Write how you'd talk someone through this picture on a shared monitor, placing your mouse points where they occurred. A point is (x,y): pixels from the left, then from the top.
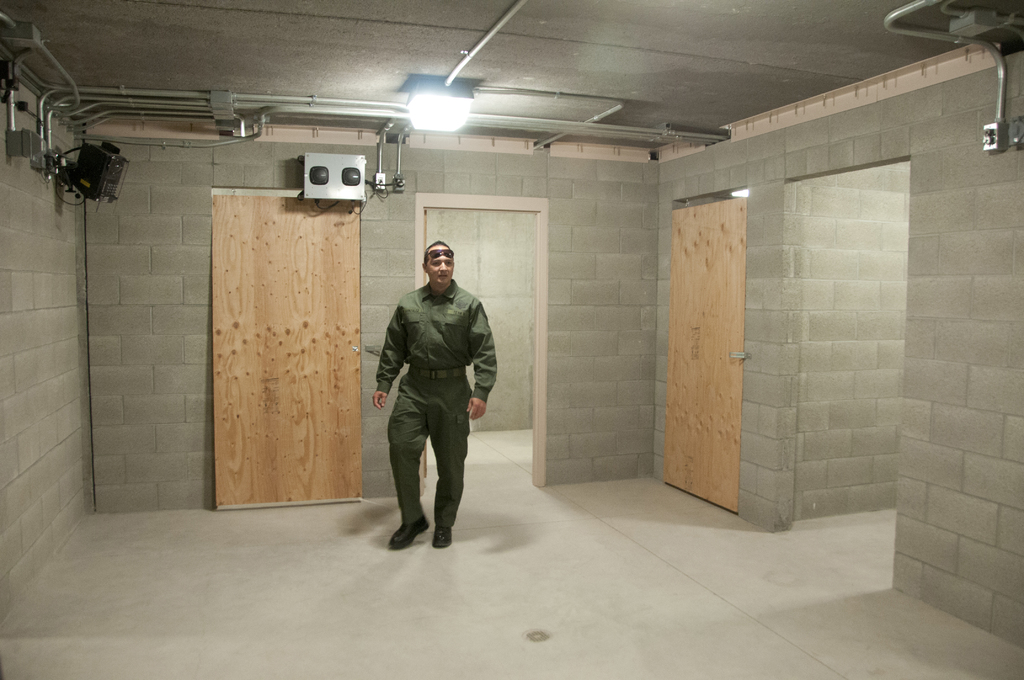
In this image we can see a man (420,288) standing on the floor (432,546). In the background (170,106) there are electric lights (450,102), pipelines (277,95) attached to the walls (271,152), electric shafts (321,173) and a camera (98,162).
